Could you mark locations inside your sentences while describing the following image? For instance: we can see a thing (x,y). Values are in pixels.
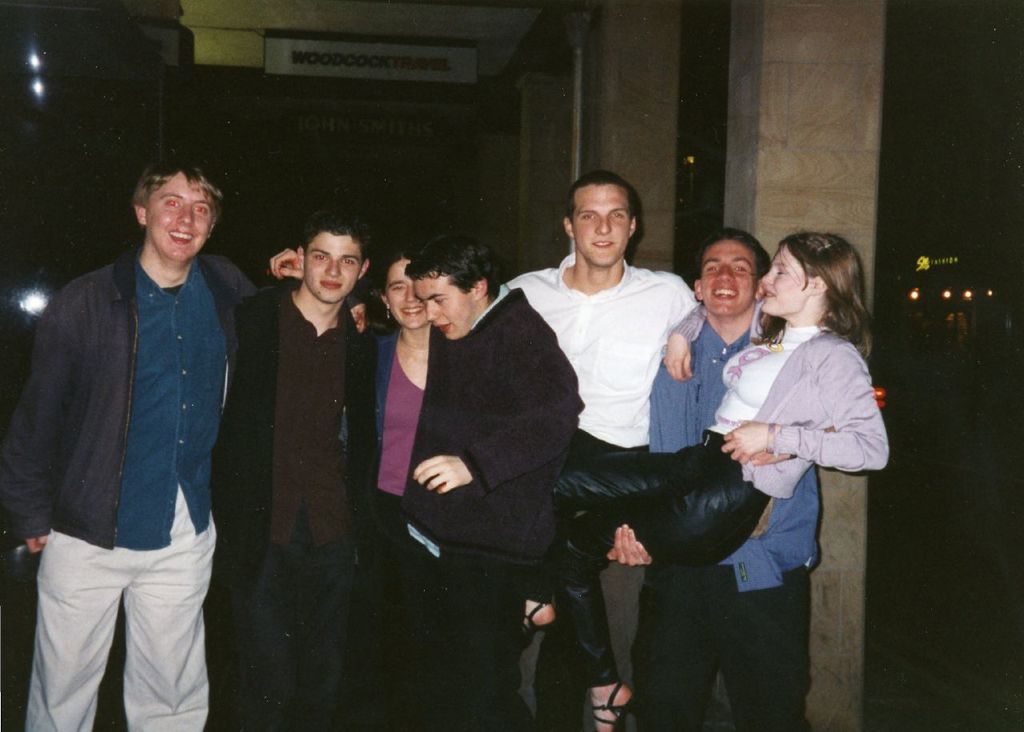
In this image I can see few persons (333,449) standing and there is a man (685,615) carrying a woman (706,519). There are pillars (790,180), boards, lights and there is a dark background (709,169).
